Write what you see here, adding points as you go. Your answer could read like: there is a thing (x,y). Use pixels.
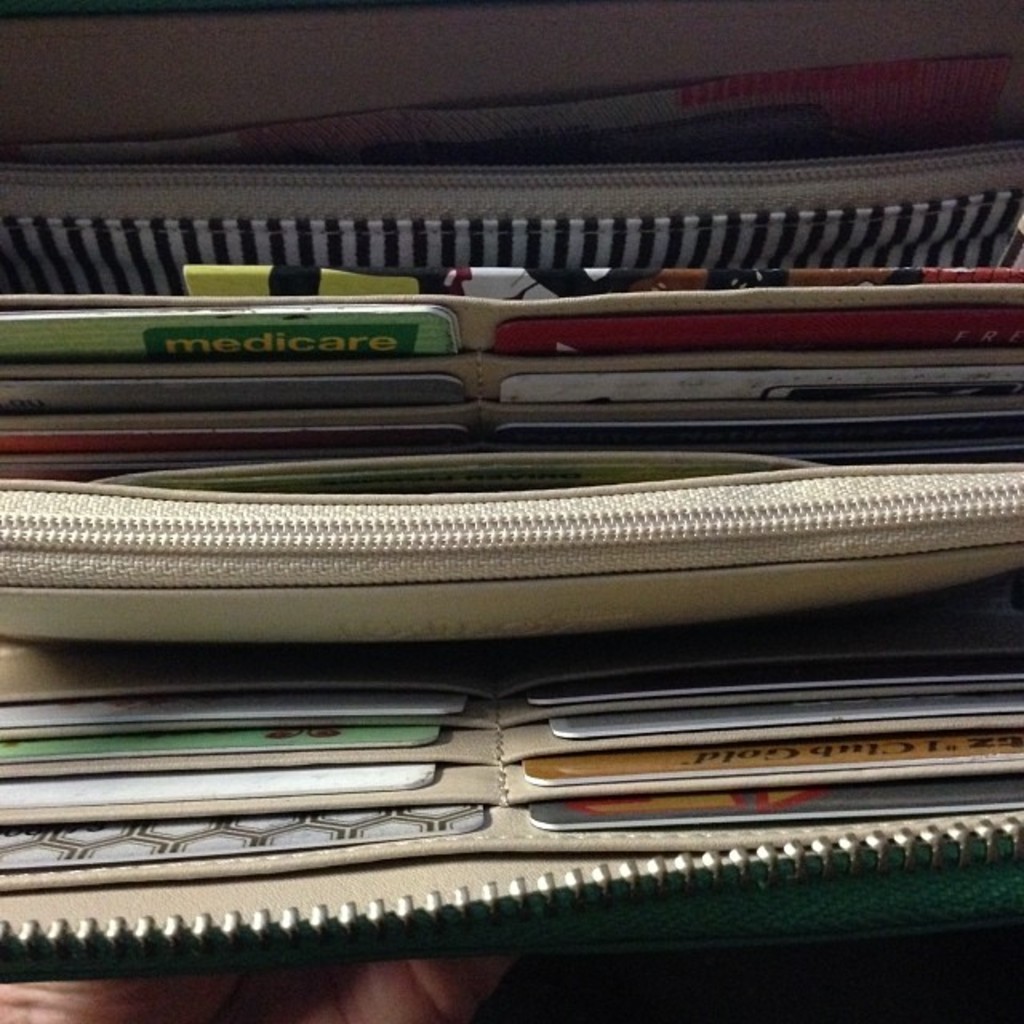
In this wallet (815,578) we can see different types of cards (304,387), zips (697,538) and currency (861,70). Bottom of the image (326,973) there is a person hand (260,985).
